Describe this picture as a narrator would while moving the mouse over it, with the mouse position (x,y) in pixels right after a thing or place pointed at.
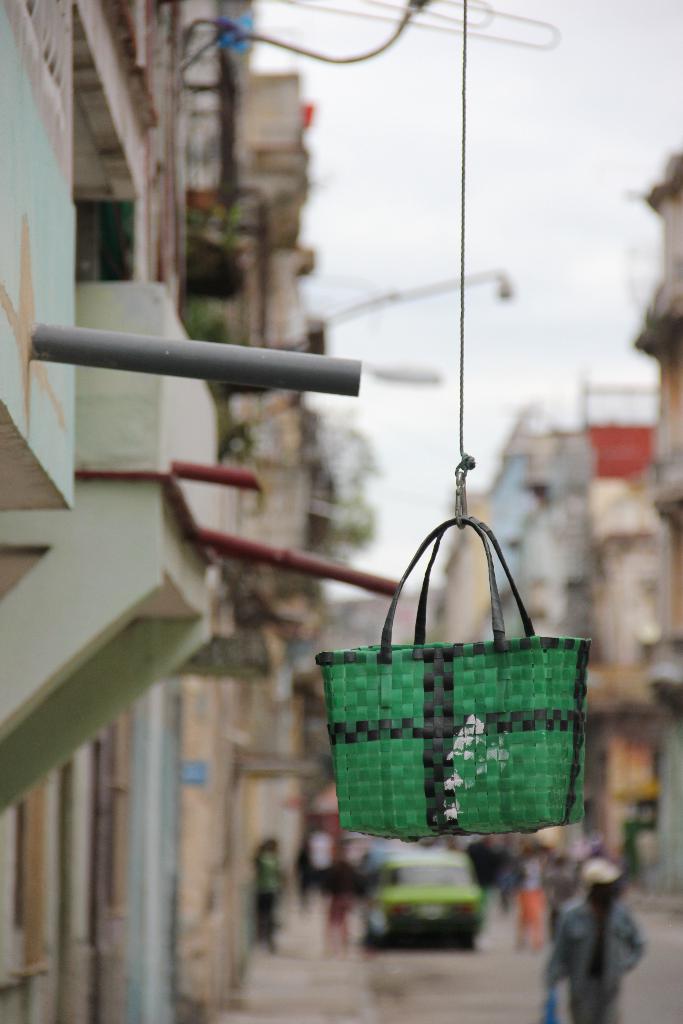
There is a basket (413,773) which is attached to the thread (461,306). In the background (381,899) there is a car (454,884) and the people (510,877) are walking on the road (551,937). To the left side (228,787) we can see a building (218,722) which has pipes (146,358) attached to it. At the top (469,156) there is a sky (551,87).
